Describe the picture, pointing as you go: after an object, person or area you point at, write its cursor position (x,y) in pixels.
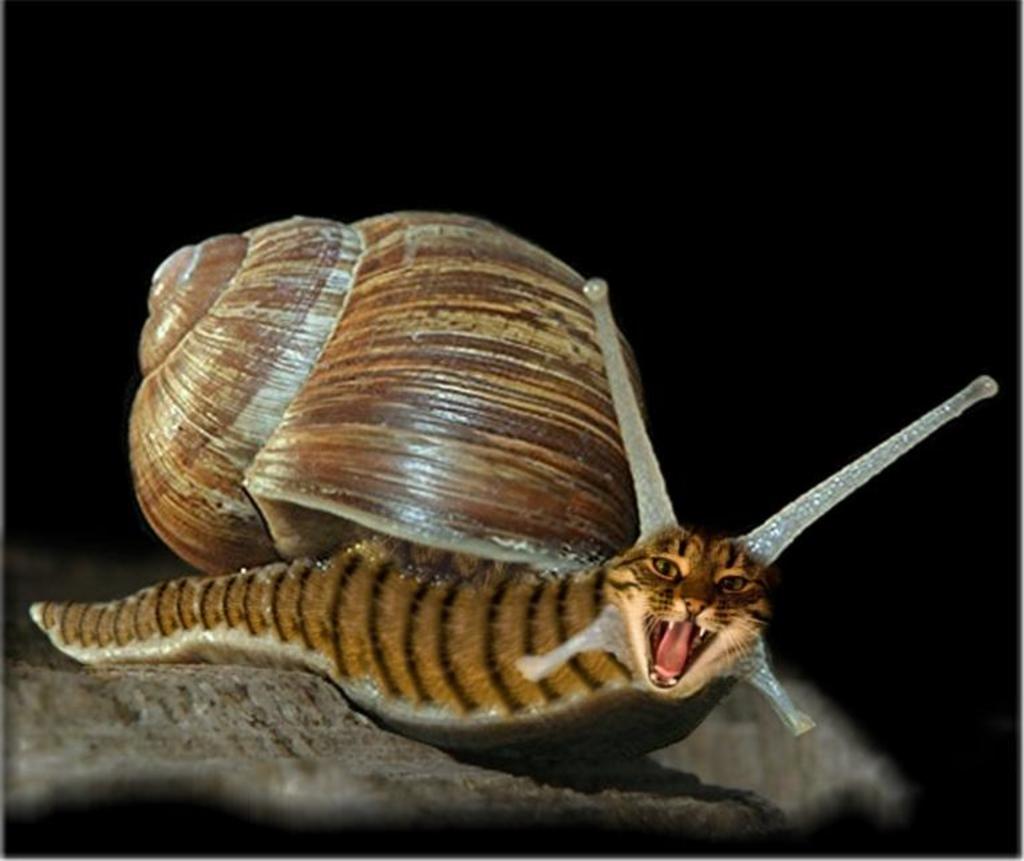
In this image there is a snail (292,366) on the rock (399,766). Background (886,583) is in black color.
